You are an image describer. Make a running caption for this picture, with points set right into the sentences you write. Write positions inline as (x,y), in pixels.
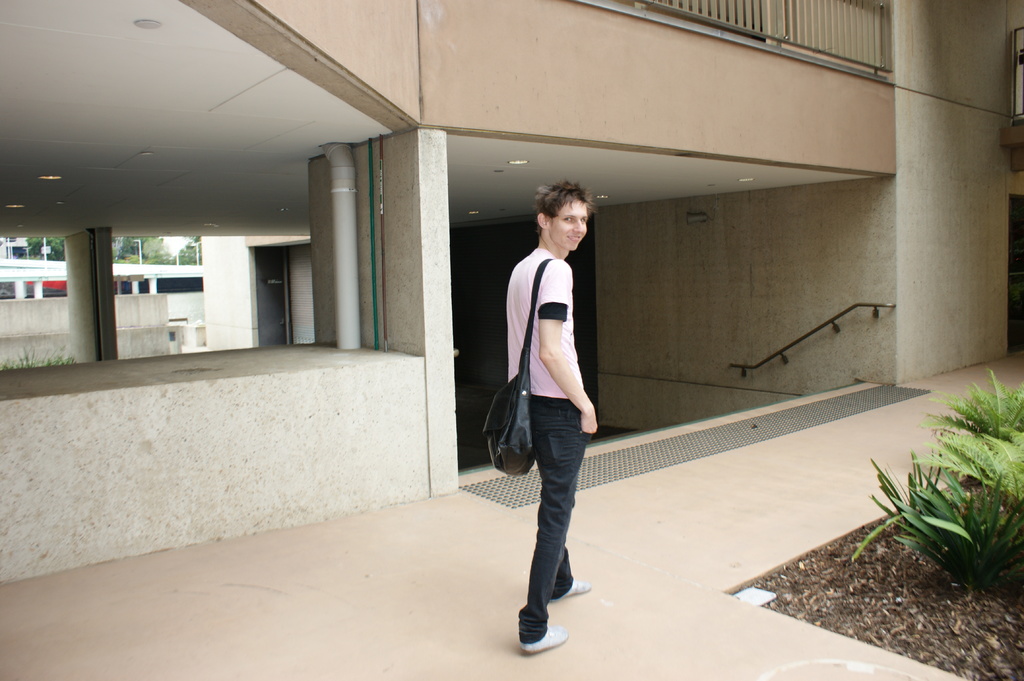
A person (549,351) is standing wearing a pink t shirt (514,337), pant (552,420) and a black sling bag (519,448). There are plants (992,442) on the right (1008,527) and a building (357,152) on the left (86,212). It has pillars (317,275) and fence (828,19) at the top (856,19). There are trees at the back (189,255).
